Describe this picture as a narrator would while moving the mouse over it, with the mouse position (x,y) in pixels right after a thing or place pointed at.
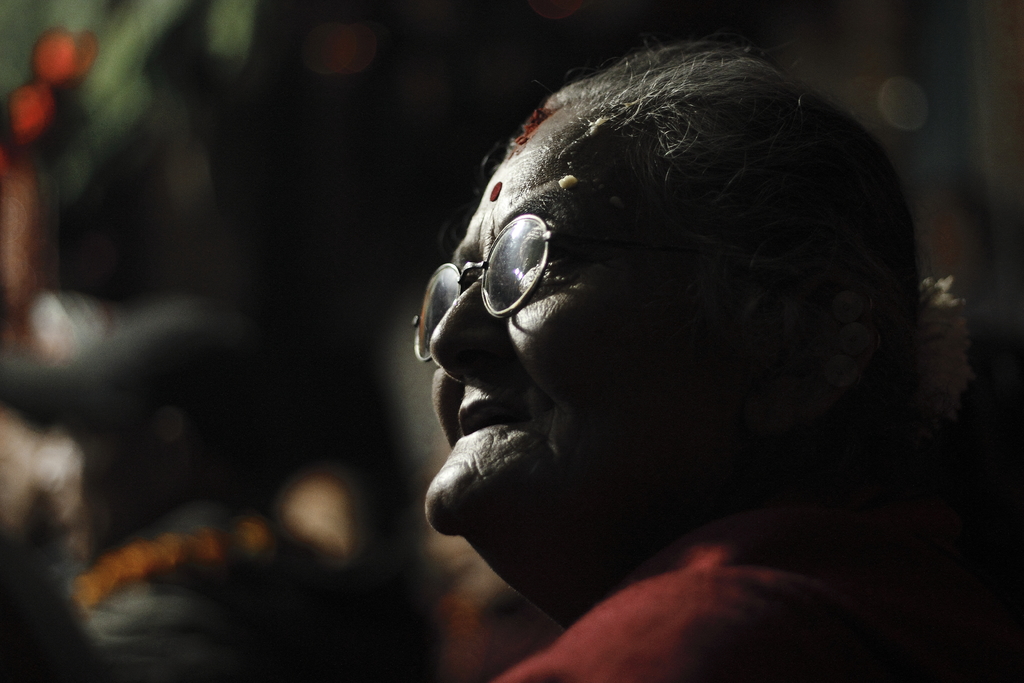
In this image, I can see an old woman (617,549) smiling. The background (359,398) looks blurry.
